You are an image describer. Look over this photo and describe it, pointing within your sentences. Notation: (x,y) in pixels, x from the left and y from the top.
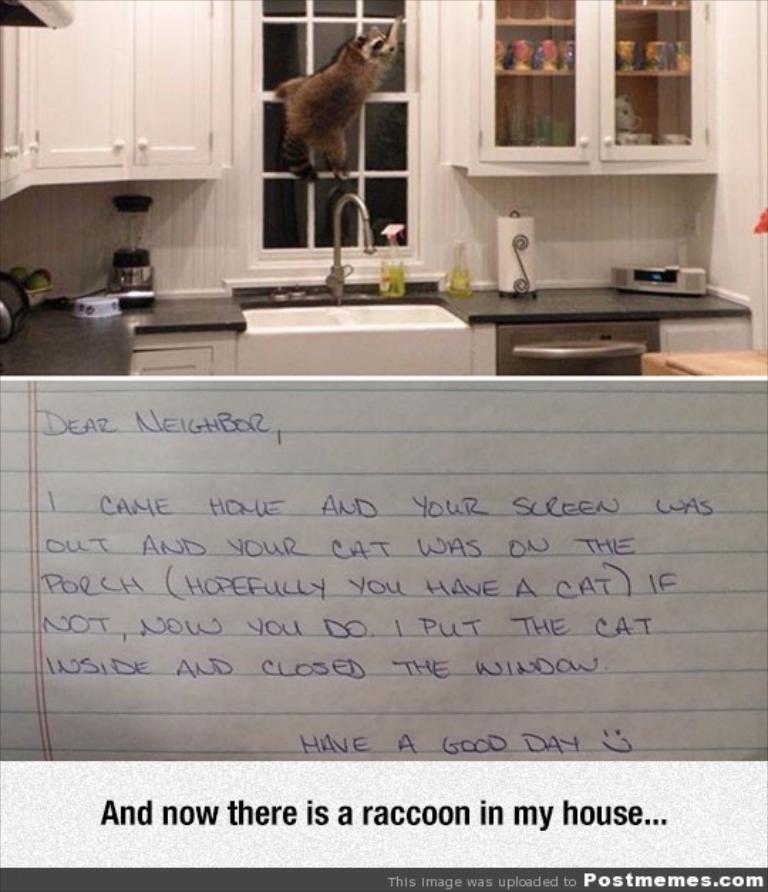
In this picture there is a counter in the center of the image (475,317) and there is a sink (369,334) in the center of the image (335,358), there are cupboards (449,149) at the top side of the image (41,88) and there is a raccoon (361,62) on the window (270,45) in the center of the image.
